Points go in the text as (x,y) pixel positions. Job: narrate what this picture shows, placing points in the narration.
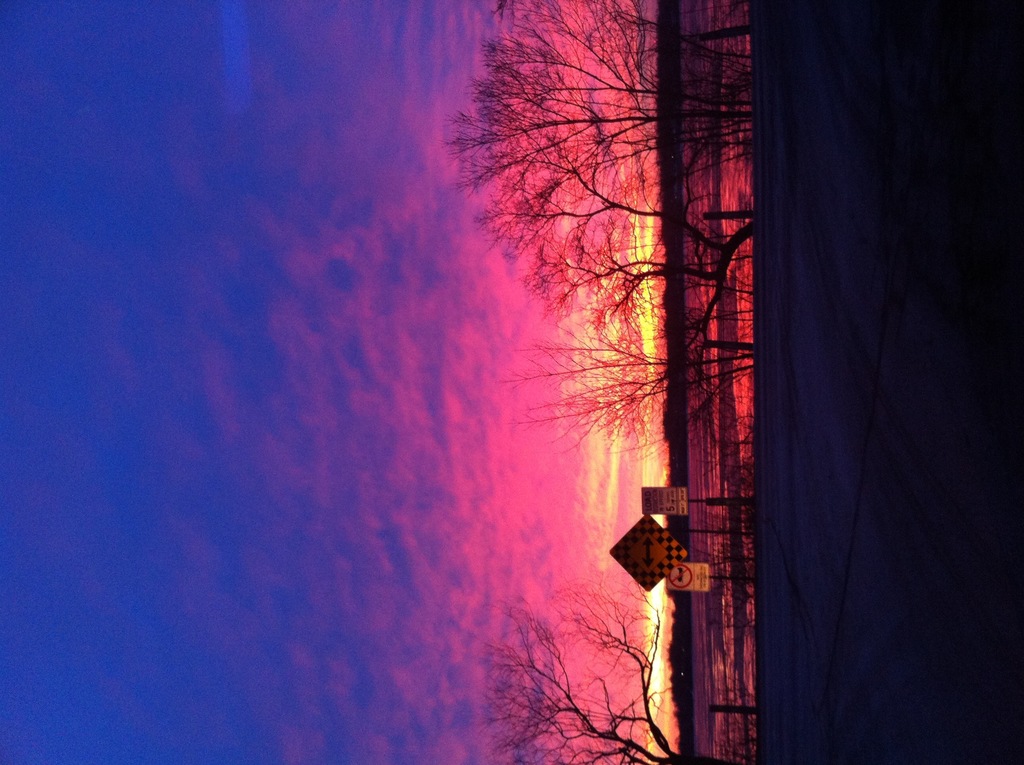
In the picture I can see the ground (855,532), fence (713,568), caution boards (685,568) and dry trees (651,725) which are in the dark. In the background (530,589), I can see the sky (449,389), which is in pink and blue color.
